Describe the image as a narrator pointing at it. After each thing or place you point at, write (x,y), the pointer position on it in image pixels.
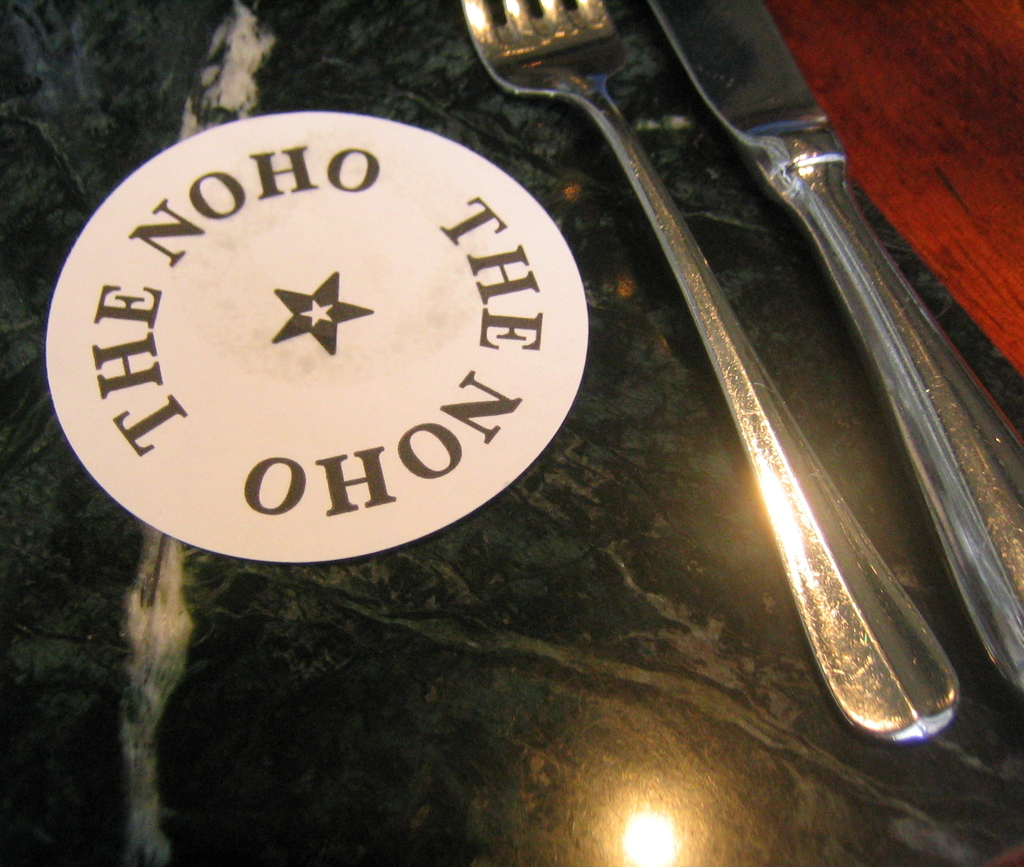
In this picture I can see the black and red color surface (446,21) and on it, I see something is written. On the right side of this picture (716,336) I can see a fork (552,62) and a knife (734,5).
